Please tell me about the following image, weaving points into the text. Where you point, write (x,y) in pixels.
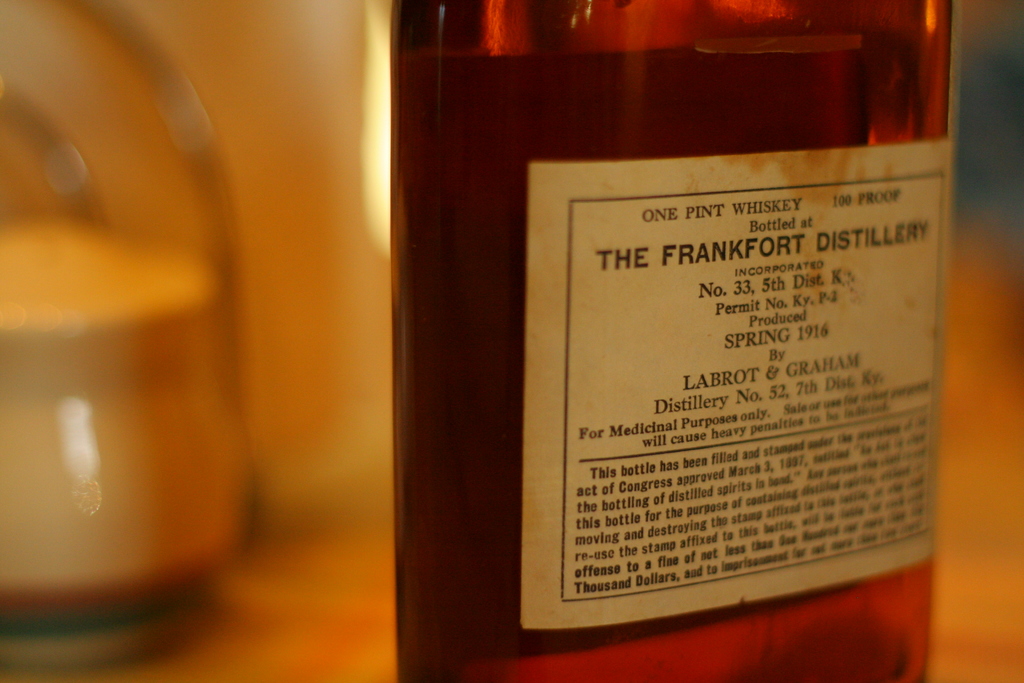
In this image I see a bottle (941,399) which is of red in color and there is a sticker (930,211) on it and there are many words (584,574) on it.
